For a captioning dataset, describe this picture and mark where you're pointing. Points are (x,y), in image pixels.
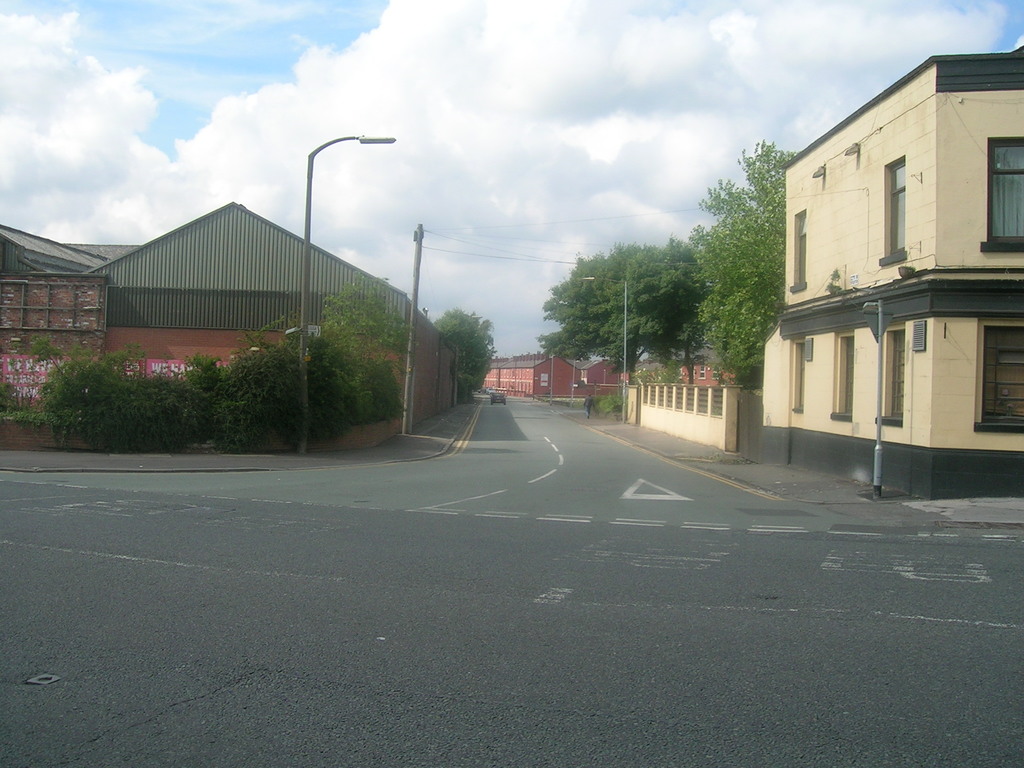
In this image I can see the vehicle (503,398) on the road (506,435). On both sides of the road (488,558) I can see the poles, trees (267,400) and the buildings (774,439). To the right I can see the person (590,407). In the background (312,12) I can see the clouds (569,237) and the sky (407,148).
